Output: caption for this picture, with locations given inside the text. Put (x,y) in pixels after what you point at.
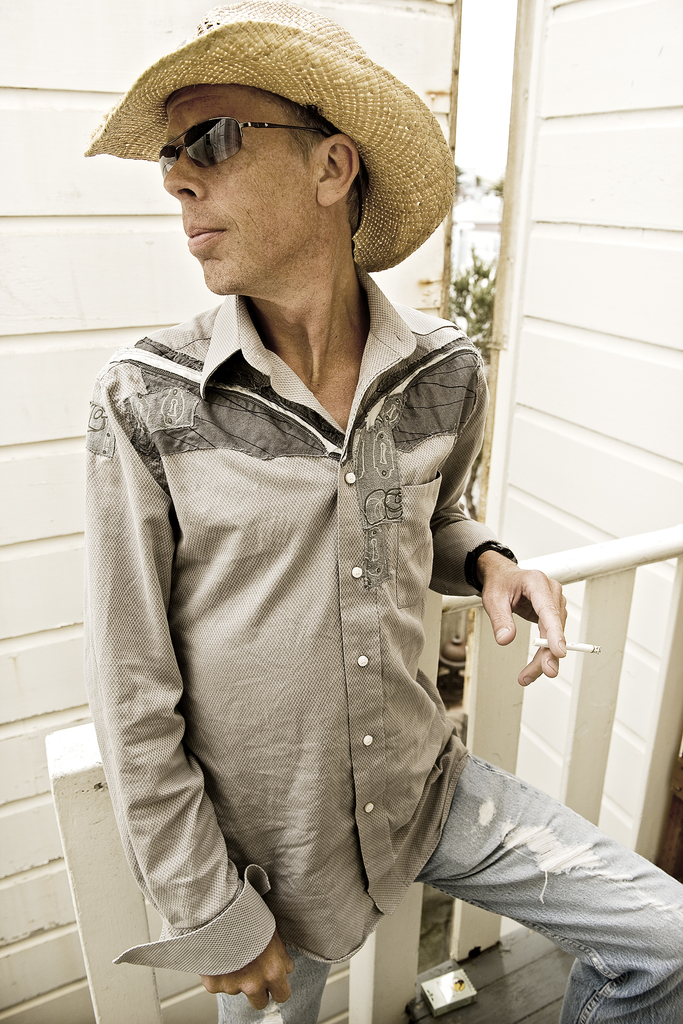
In this image we can able to see a person (334,829) is standing with a cigarette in his hands (554,649), wearing glasses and a hat (329,83), a box (451,983) is placed on the ground (485,965), behind him there is a wooden wall (562,333), also we can see some plants (471,320).
